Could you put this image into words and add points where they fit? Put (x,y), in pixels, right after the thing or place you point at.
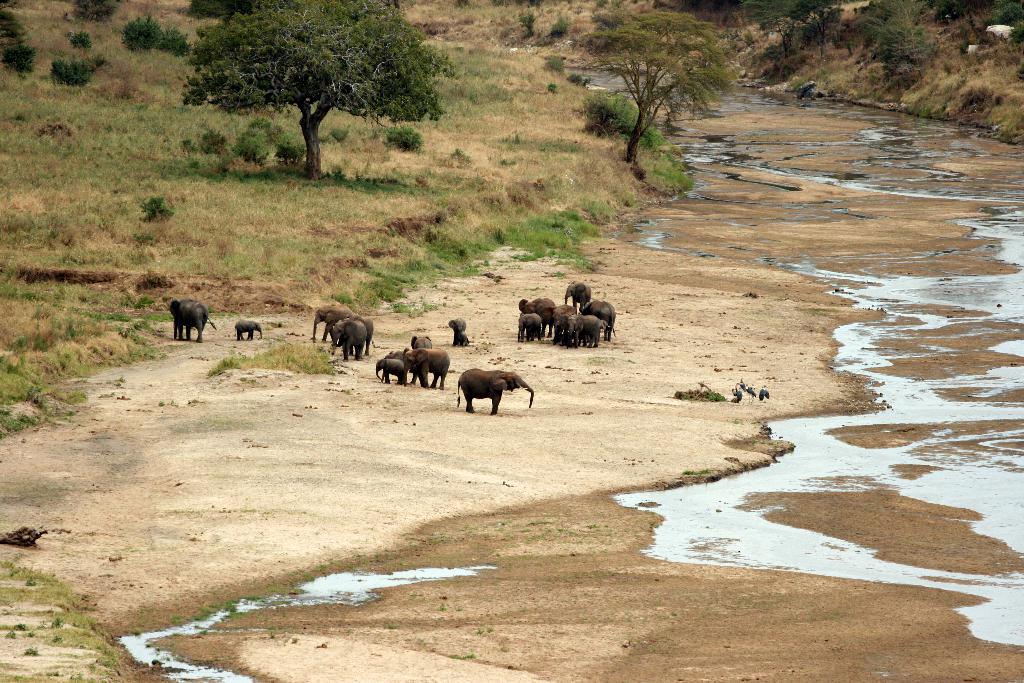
At the bottom (495,560), we see the soil (569,569), grass (70,633) and water (130,651). In the middle (564,318), we see the elephants (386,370), calves (596,318) and the birds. There are trees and the grass (467,149) in the background (640,97).
